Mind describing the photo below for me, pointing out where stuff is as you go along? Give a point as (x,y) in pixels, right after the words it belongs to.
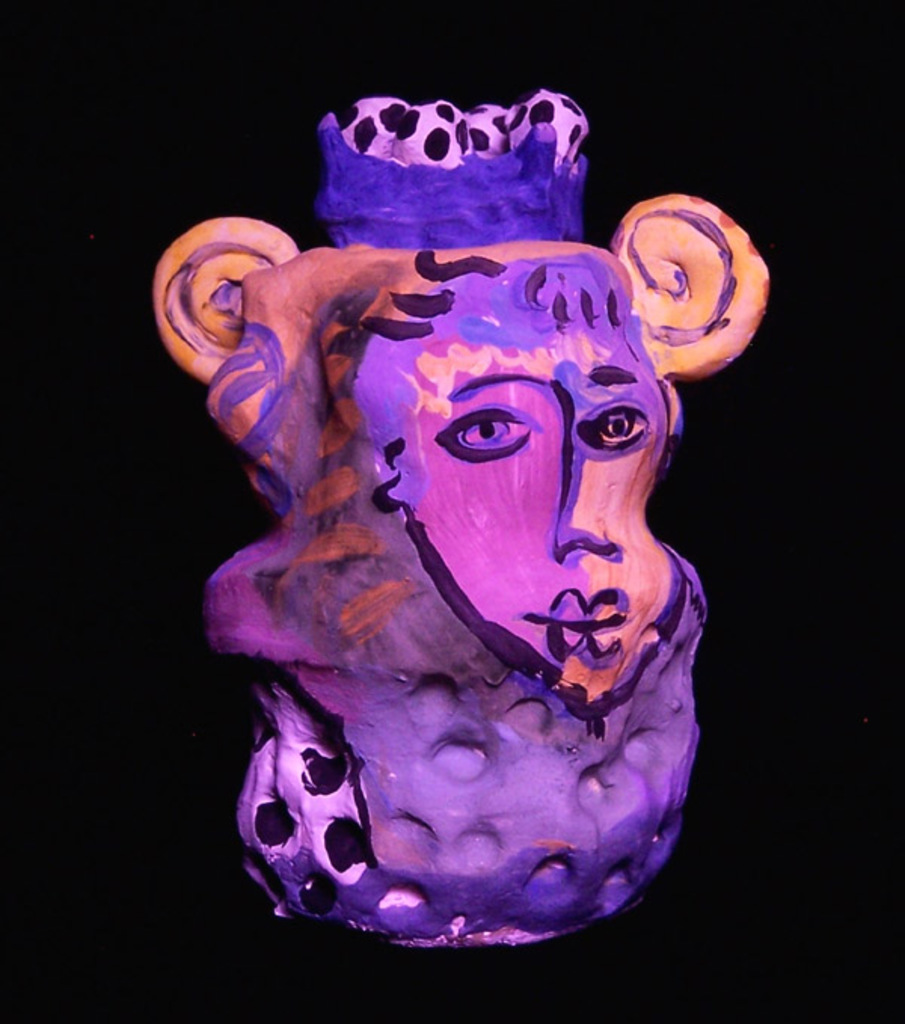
There is a painting (398,472) in different colors and the background (170,930) is dark in color.
